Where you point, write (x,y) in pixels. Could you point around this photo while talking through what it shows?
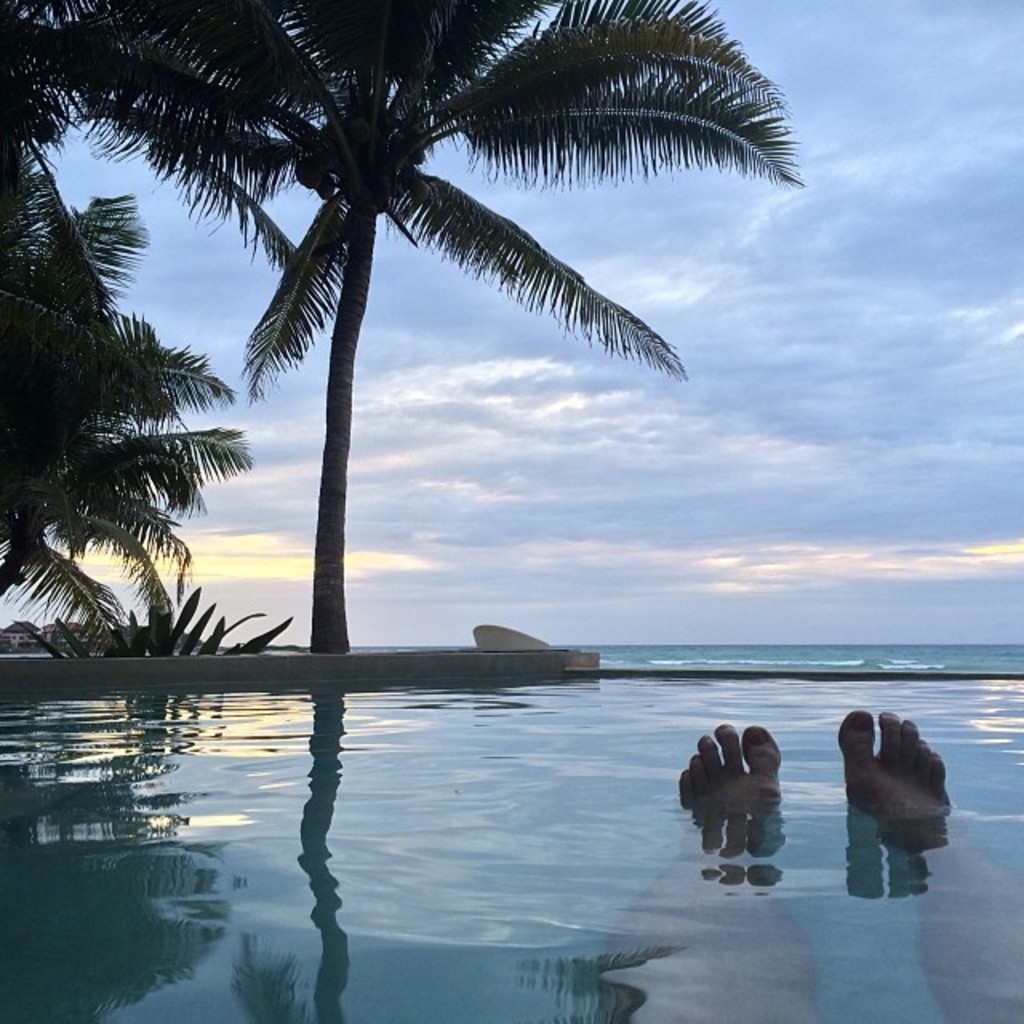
In this image we can see the legs (724,780) of a person (707,780) in the water (486,881), there are trees (33,420), buildings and in the background (236,602) there is the sky (637,442).
